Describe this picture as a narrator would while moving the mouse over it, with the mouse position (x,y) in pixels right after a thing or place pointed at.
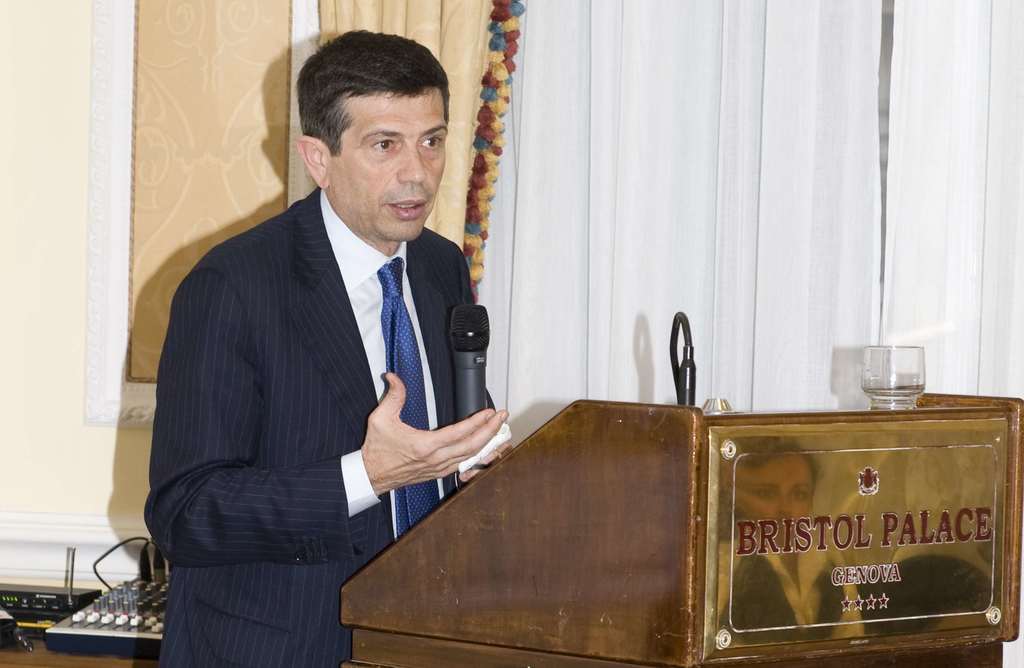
Here in this picture we can see a person (332,271) wearing a suit (308,300) and standing over a place and speaking something in the microphone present in his hand (460,454) and in front of him we can see a speech desk (483,497) present and on that we can see a glass (864,375) and behind him we can see some electronic equipments (116,618) present on a table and beside him we can see curtains (878,80) present.
